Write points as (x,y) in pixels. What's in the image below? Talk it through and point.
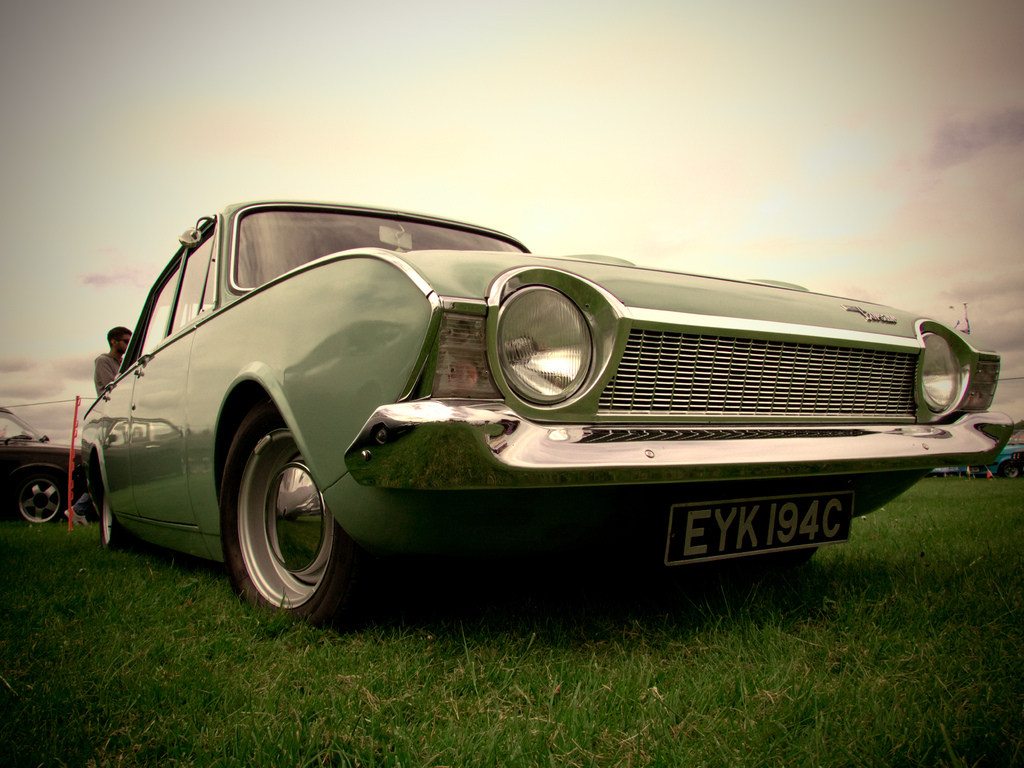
In this image we can see a car (342,396) parked on the grass (452,649). In the background (12,463) we can see another car (14,478) and also a person (125,332). There is sky (668,99) with the clouds (678,257).
